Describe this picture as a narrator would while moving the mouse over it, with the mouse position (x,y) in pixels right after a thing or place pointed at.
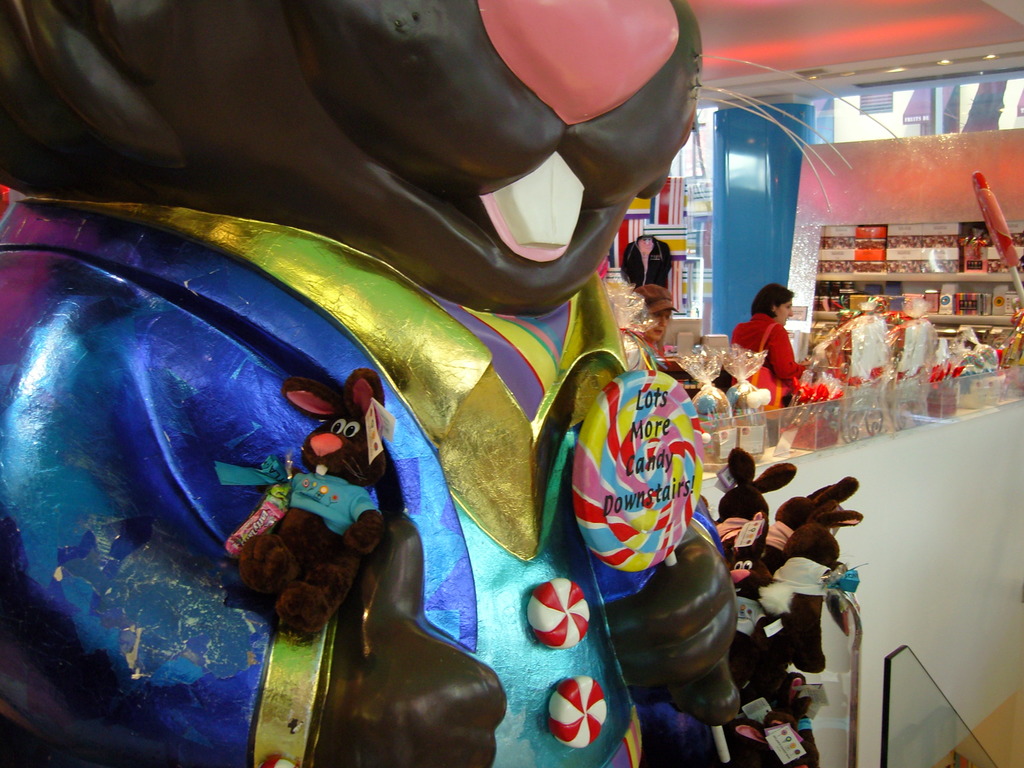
In this image I can see a woman (771,346) is standing. Here i can see some soft toys (767,485). In the background (757,454) I can see objects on the table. I can also see shelves (908,285) which has some objects (852,285). Here I can see lights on the ceiling (743,59).
